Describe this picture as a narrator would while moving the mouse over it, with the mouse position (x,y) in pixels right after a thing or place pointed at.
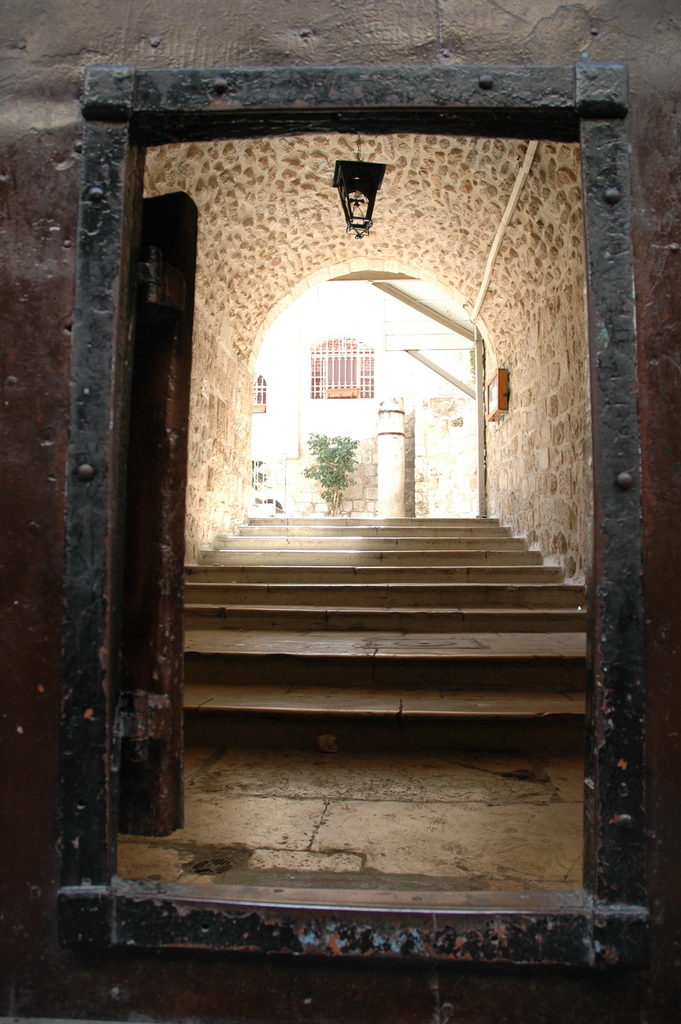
In this image we can see the entrance (96,849) of a building (320,221). In the background of the image (339,389) there is a plant (338,477), window (327,393), steps (357,586) and other objects (499,383). On the left (98,10) and right side of the image (482,8) there is a wall (286,956). At the top (335,29) and bottom of the image (239,985) there is a wall (455,4).
